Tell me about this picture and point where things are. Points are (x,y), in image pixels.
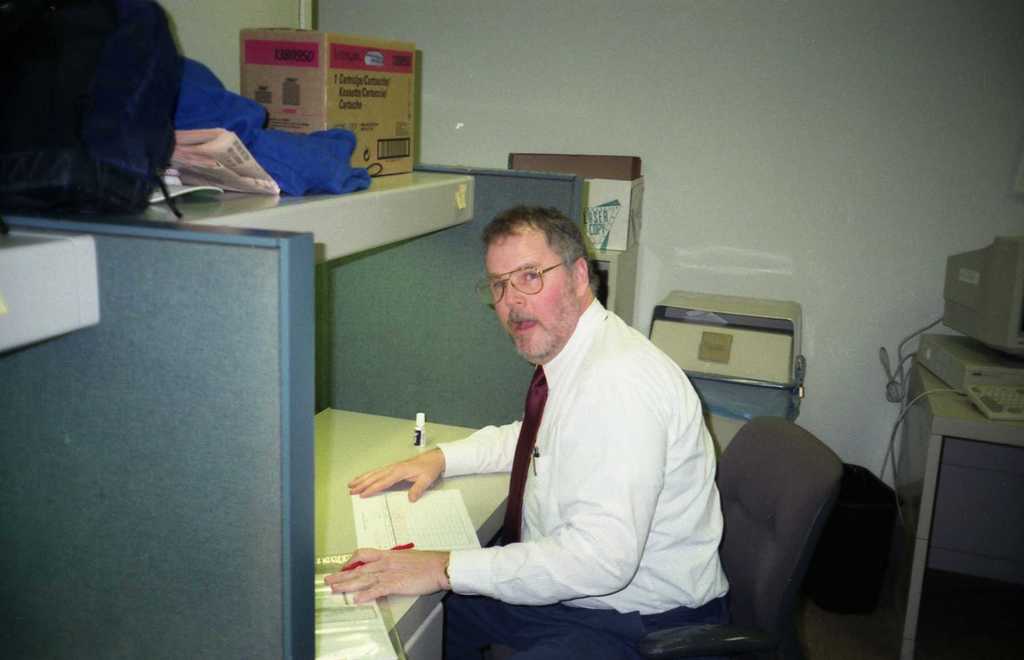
Here is the man (647,507) sitting on the chair (783,474). This is a table (348,552) with a paper (398,513) on it. This is a cardboard (368,76), blanket (220,112), bag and newspaper (208,182) placed on the desk (248,220). At the right side (982,289) I can see a computer (966,353) with keyboard (989,401) placed on the table (927,428). This look like some object (738,326).
